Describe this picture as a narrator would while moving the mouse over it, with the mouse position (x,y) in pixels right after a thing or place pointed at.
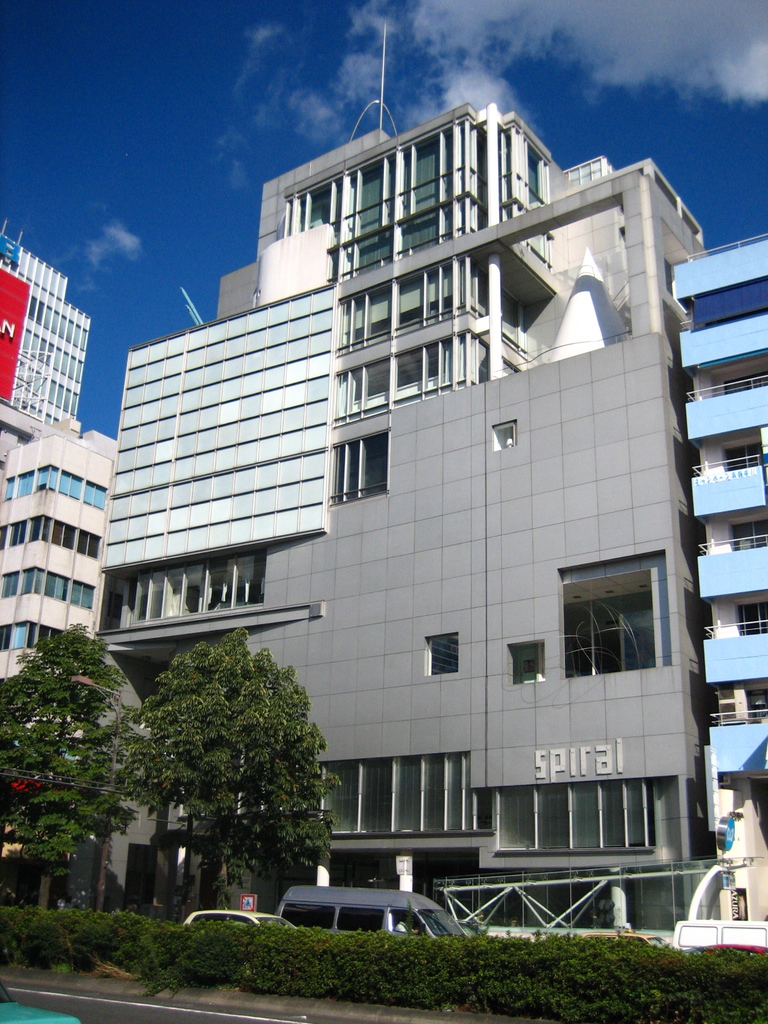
This picture is clicked outside. In the foreground (471,990) we can see the plants (247,943), trees (205,695) and the vehicles (346,900) and we can see the metal rods (508,890). In the center (295,564) we can see the buildings (514,720) and the text (543,762) on the wall (582,723) of the building (471,688). In the background (186,138) we can see the sky (572,35) with some clouds (431,40) and we can see some other items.
